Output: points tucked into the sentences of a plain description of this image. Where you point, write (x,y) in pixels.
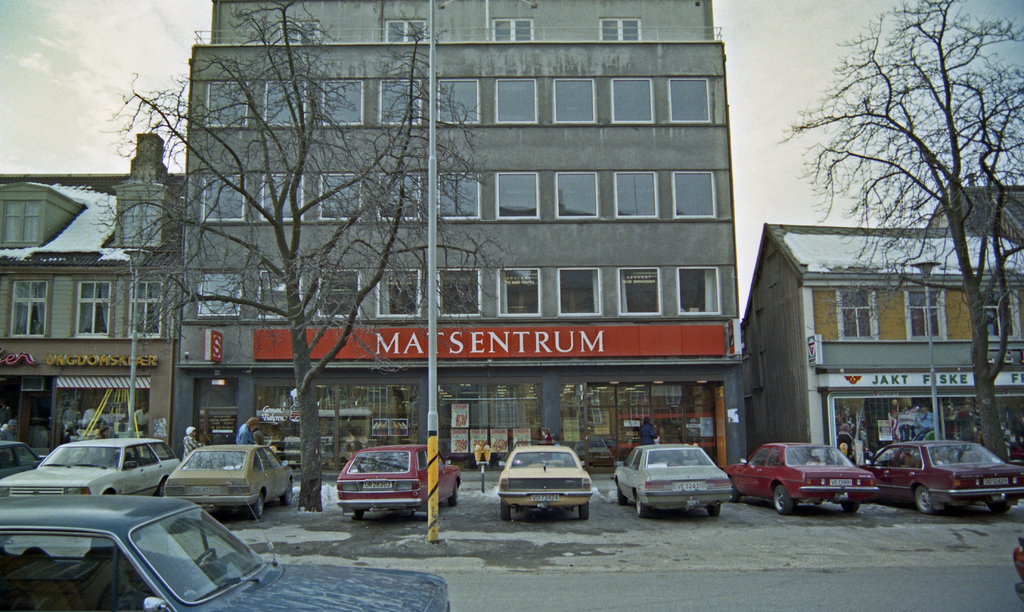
This image is clicked outside. There are buildings (489,370) in the middle (577,363). There are cars (368,574) at the bottom (355,588). There are trees (319,487) in the middle (395,223). There is sky (733,80) at the top (26,54).
